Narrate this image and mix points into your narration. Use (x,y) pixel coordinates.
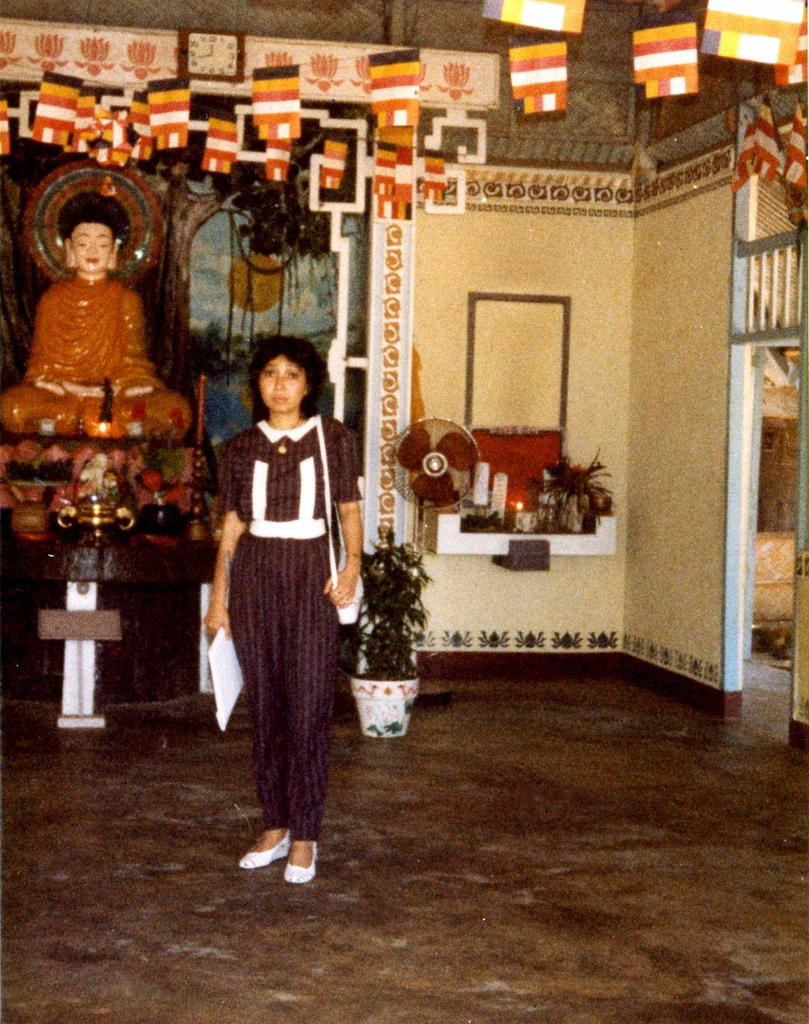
In this picture I can see a woman (303,531) standing in front (273,752) and I see that she is holding a thing (231,708) and carrying a bag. In the background (33,414) I can see a fan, a statue (75,421), few plants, decoration (168,58) and I can see the wall (530,397).
